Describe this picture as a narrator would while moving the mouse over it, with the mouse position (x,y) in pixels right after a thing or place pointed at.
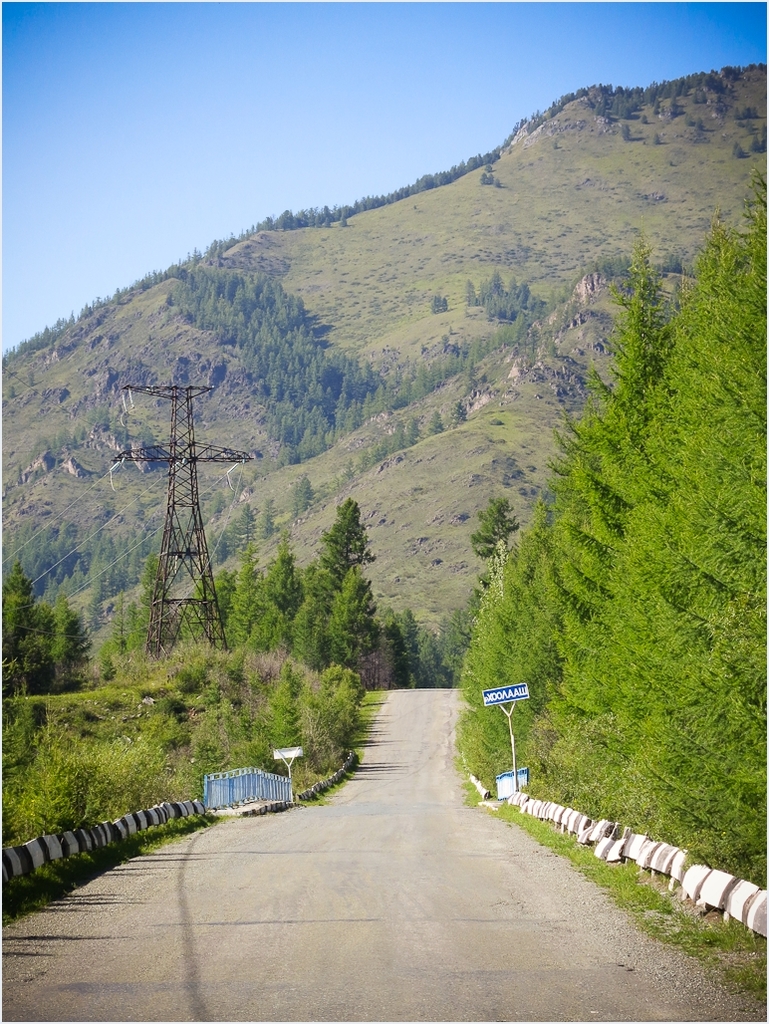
In this picture we can see boards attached to the poles (282,759), trees (232,589), fence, tower (222,645) and hill (177,272). In the background of the image (375,182) we can see the sky (339,56).
